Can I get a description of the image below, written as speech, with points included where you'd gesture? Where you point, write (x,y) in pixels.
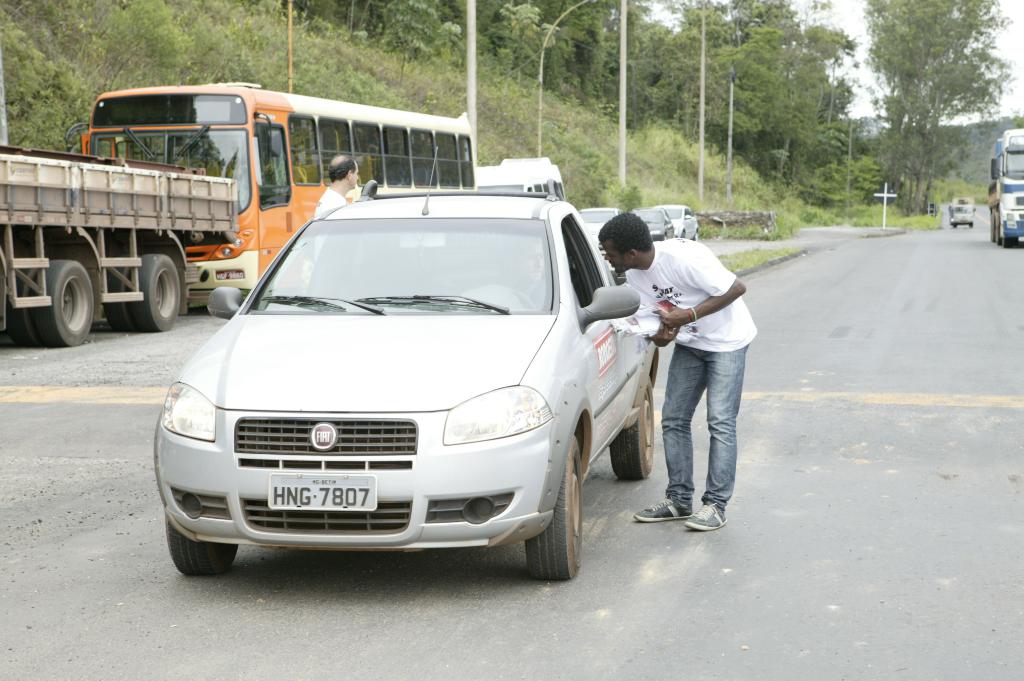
In this image I can see a man (688,377) is standing next to a car (369,469). In the background (150,260) I can see number of vehicles (113,202), trees (711,106), street poles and here one more person (353,163) is standing.
